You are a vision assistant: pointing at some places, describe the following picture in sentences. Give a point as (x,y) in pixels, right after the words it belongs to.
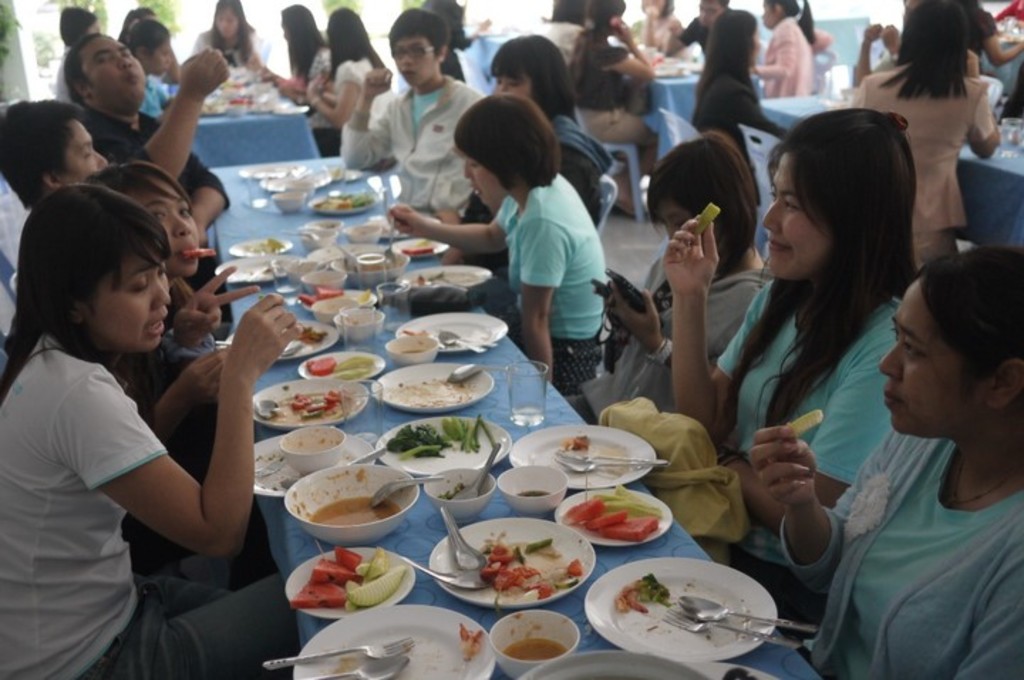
In this image I can see a group of people (546,333) sitting on chairs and wearing different color dresses (686,33). I can see few plates (520,447), spoons (465,560), food items (485,576), bowls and few objects (531,385) on the table (482,412).
